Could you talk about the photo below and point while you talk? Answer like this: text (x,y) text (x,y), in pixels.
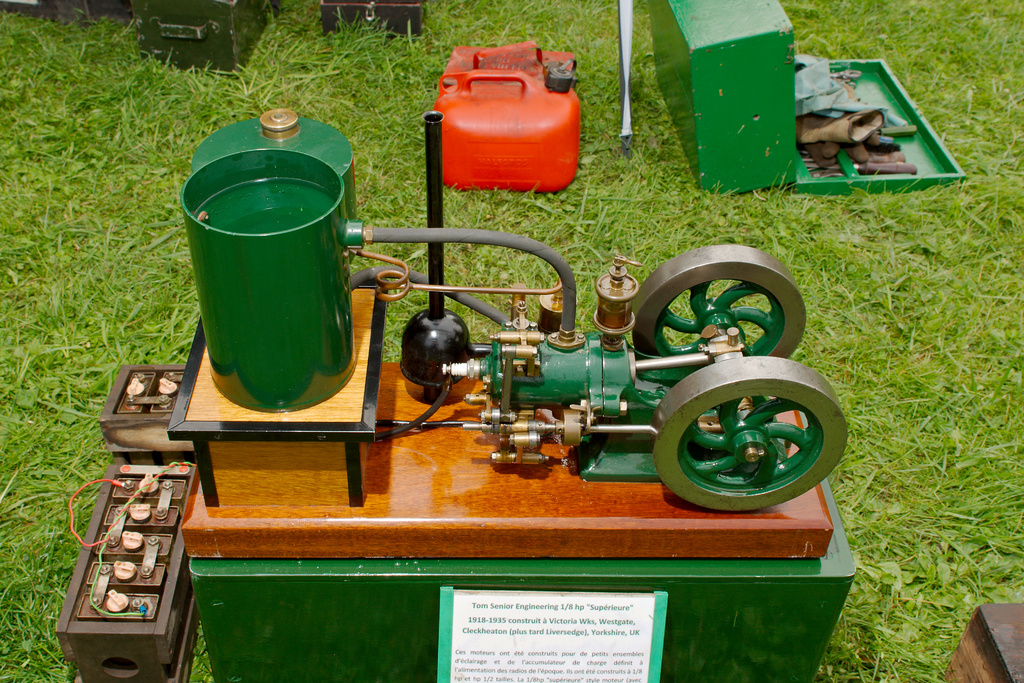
In this image there is a machine (607,365), tool box (762,33) and red color container (547,73) on the grass (87,212), beside them there are some other things (259,26).
